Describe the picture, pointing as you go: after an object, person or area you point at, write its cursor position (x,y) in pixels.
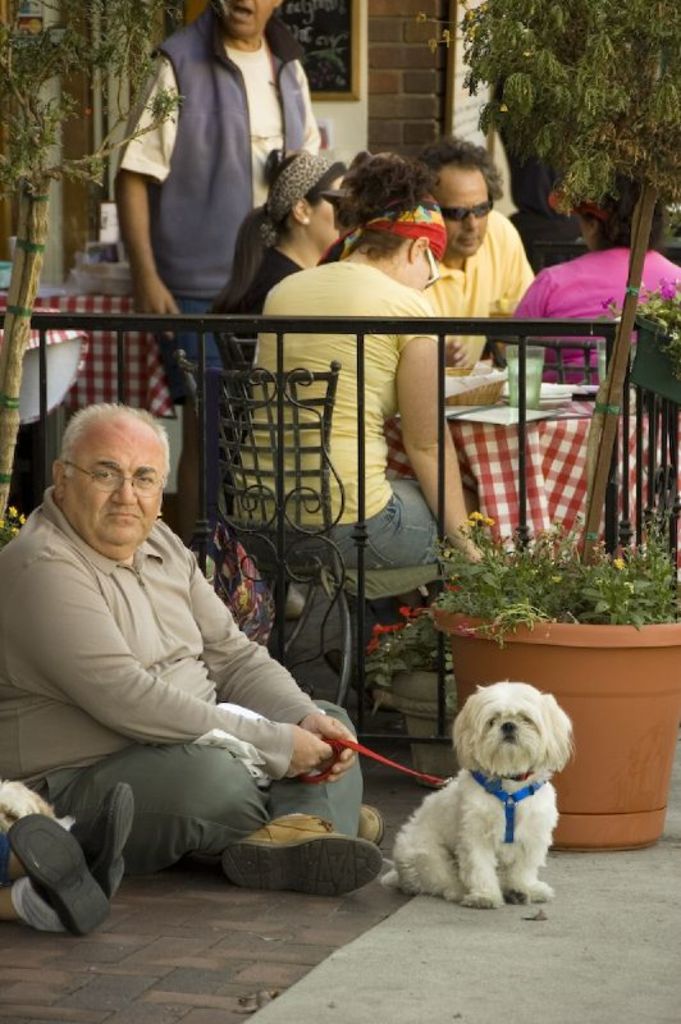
In this image we can see there are a few people (408,355) sitting on the chairs (286,375) and the other person (270,6) standing. We can see the table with a cloth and there are papers (477,412), glass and a few objects (457,386). At the back (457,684) there are trees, building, fence (526,333) and potted plants (466,685). And we can see a person (349,775) and a dog (452,830) sitting on the ground (376,767) and holding a dog leash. And we can see the person's legs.
